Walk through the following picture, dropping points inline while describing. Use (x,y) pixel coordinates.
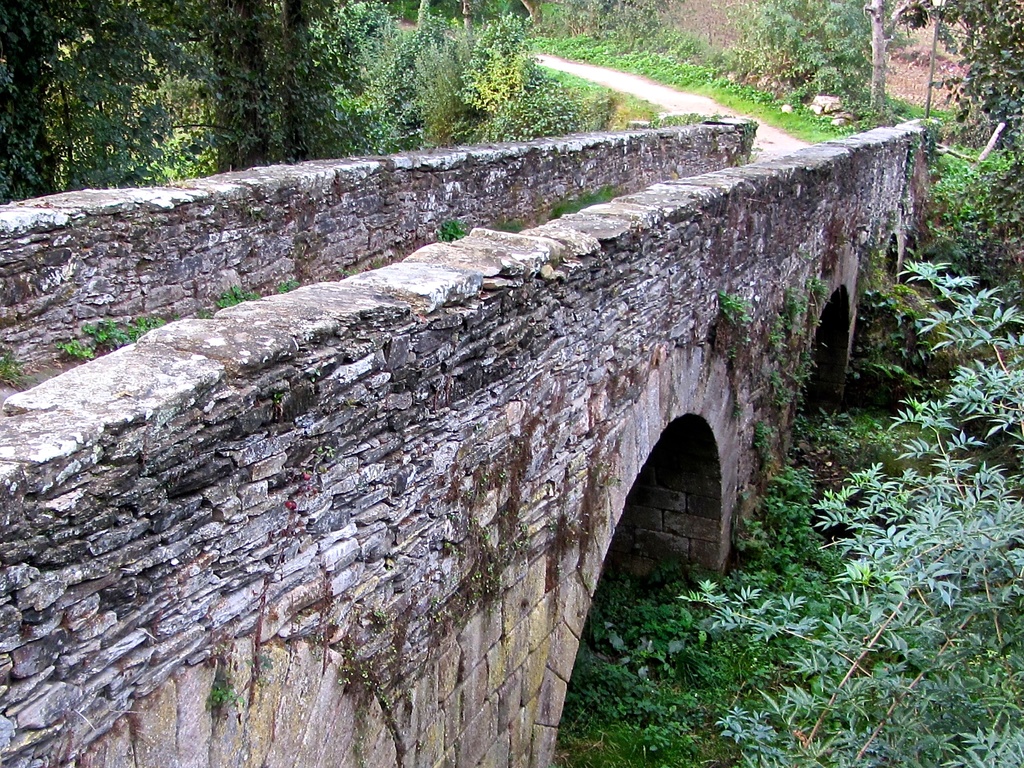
In this image we can see a bridge (619,214), a road (653,90) and few trees (331,40) and plants (340,62) on both sides of the road (636,79).
